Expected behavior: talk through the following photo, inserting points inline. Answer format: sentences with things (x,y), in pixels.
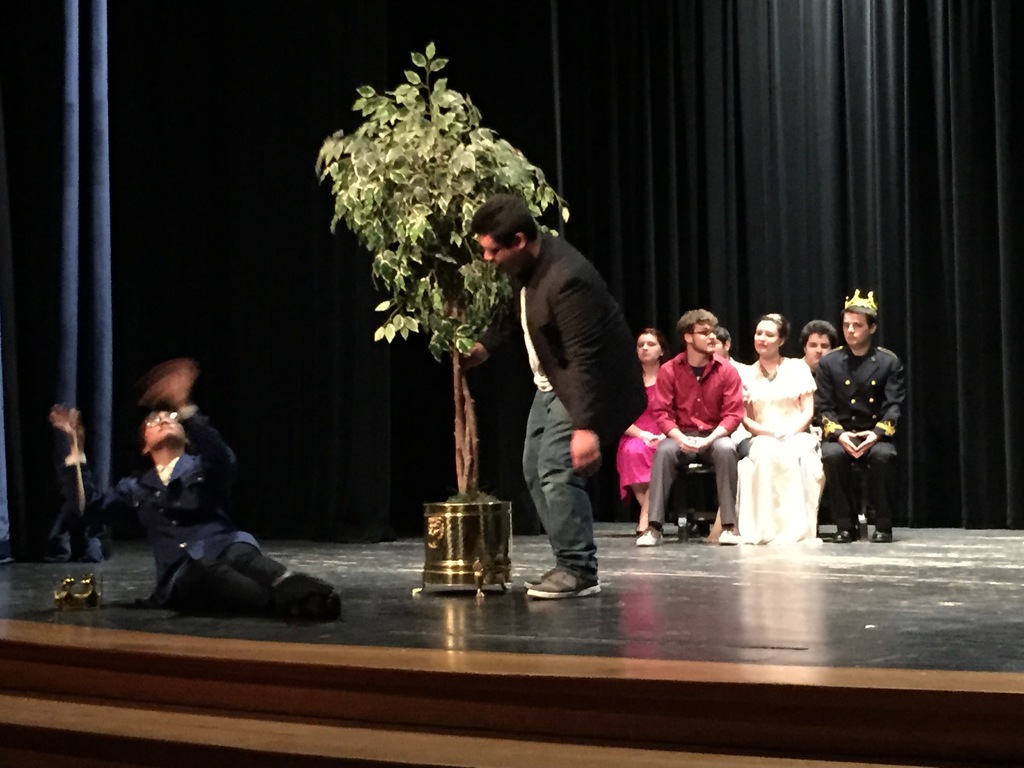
At the bottom of the image (138,559) there is a stage (128,586). On the stage (138,559) there is a man (201,547) sitting and there is a plant (468,543). Beside the plant (469,390) there is a man (546,318) with black jacket (571,388) is standing. Behind him there are few people (714,443) sitting. And in the background (830,241) there are black curtains (863,257).
